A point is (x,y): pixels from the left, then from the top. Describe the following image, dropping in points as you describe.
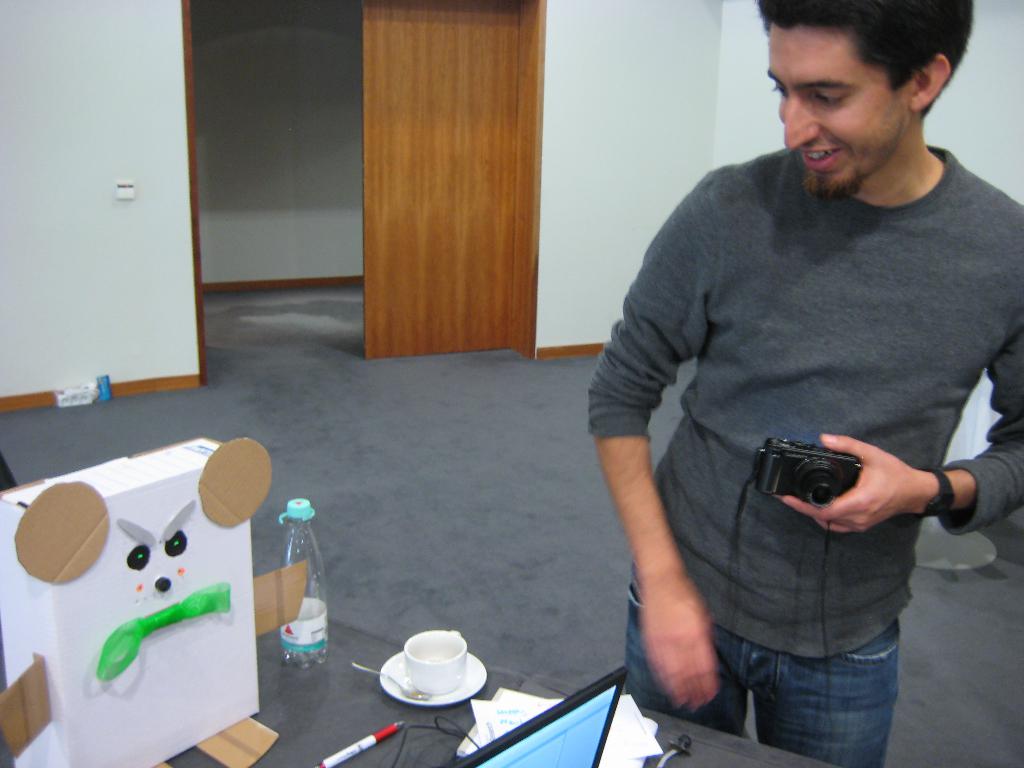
This picture shows a man (1002,406) standing, With a smile on his face (843,170) and holding a camera (855,486) in his hand (884,477) and we see a table (525,684), on the table (386,701) we can see a cup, water bottle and laptop (459,767).
